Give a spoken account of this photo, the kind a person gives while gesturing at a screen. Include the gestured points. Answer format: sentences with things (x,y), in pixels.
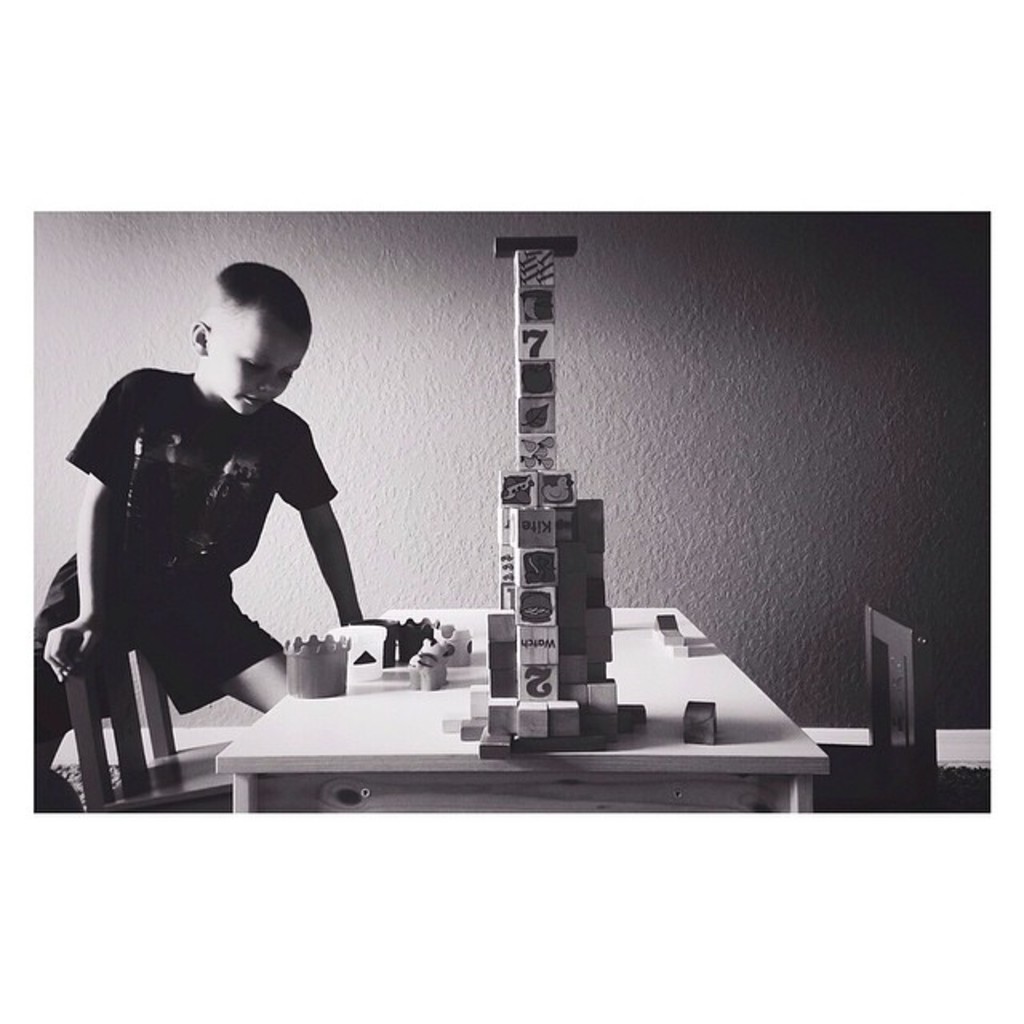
In the picture we can see a boy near to the table (734,687), on the table (407,763) we can see some playing things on it. In the background (801,670) there is a wall (859,705).
